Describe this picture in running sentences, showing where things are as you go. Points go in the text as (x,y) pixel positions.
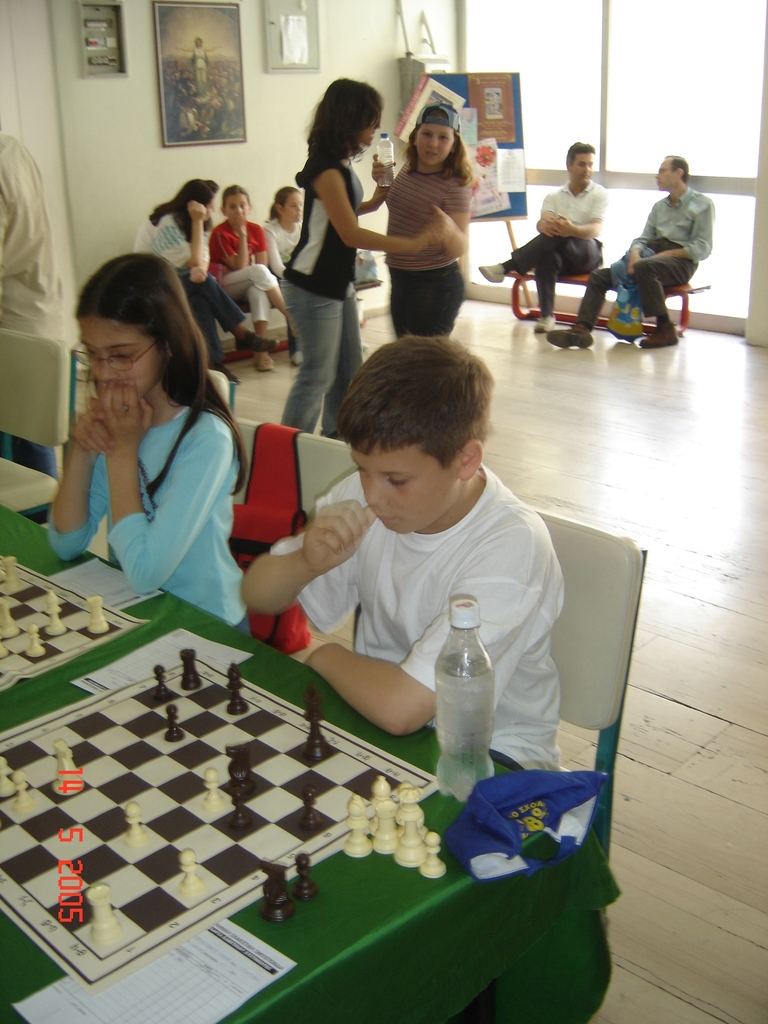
These 2 persons (369,536) are sitting on a chair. In-front of this two persons (394,606) there is a table (315,953), on this table (264,1013) there is a paper (246,961), bottle (465,694), chess board (21,862) and coins (432,851). Far these two persons (364,147) are standing and holding hands (430,240) each-other. On wall (248,51) there are different type of pictures (236,59). Far there is a blue board (490,99) with stand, on this board (522,214) there are posters (495,139). Far this persons (588,238) are sitting on chairs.
